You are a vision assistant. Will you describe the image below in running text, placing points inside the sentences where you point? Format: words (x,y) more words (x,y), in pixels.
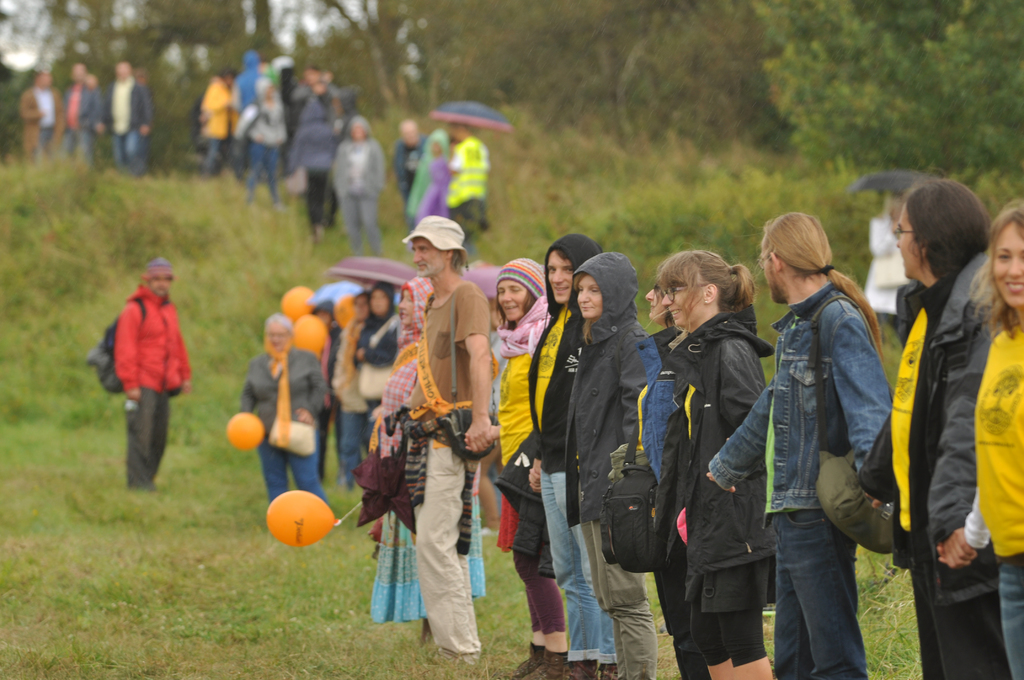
In this image we can see a group of people (799,314) standing on the ground (659,620), some people (291,373) are holding umbrellas (365,476) and balloons (259,427) in their hands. One person (169,356) is carrying a bag (96,356). In the background (946,129), we can see a group of trees (496,92) and the sky (36,25).
